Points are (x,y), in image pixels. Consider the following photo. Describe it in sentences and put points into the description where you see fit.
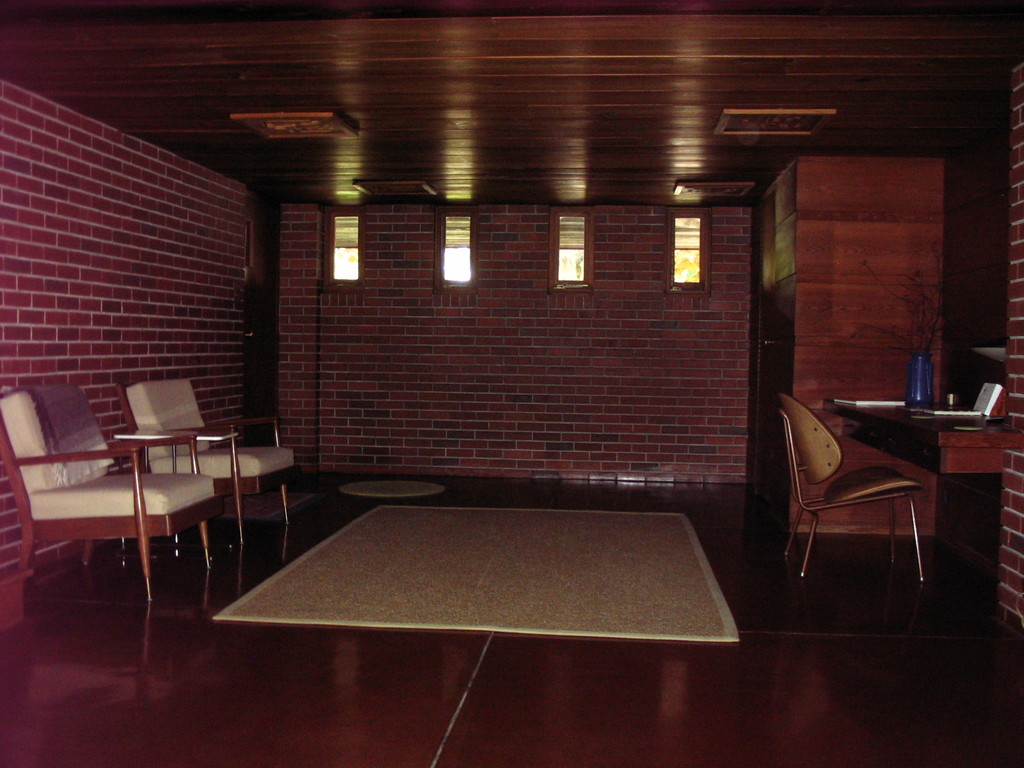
In this image we can see a wall (628,311) in the background (449,327). On the left side (191,481), we can see a wall (55,553) and chairs (53,511). On the right side (992,395), we can see few objects (985,414) on a table (966,466) and a chair (906,480). At the bottom (581,545) we can see a mat (567,619) on the floor (421,670). At the top (508,133) we can see the roof (449,106).
